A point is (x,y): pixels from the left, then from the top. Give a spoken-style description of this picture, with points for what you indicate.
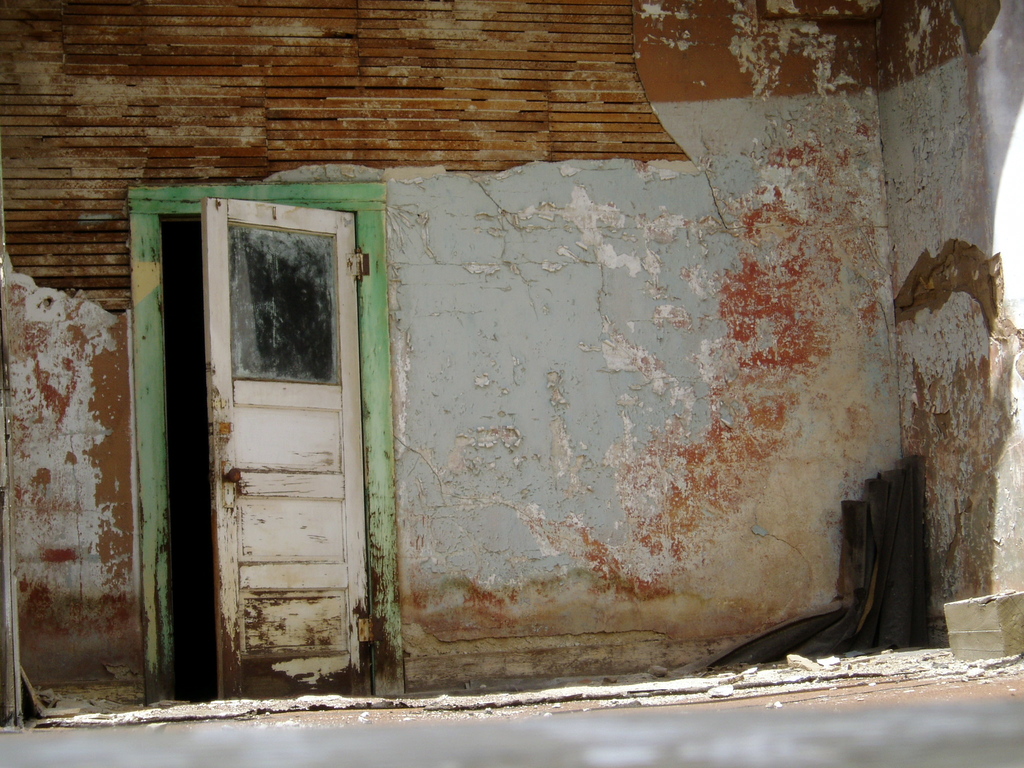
In this picture we can see the floor (456,765), door (276,592) and in the background (214,174) we can see wall (823,288).
